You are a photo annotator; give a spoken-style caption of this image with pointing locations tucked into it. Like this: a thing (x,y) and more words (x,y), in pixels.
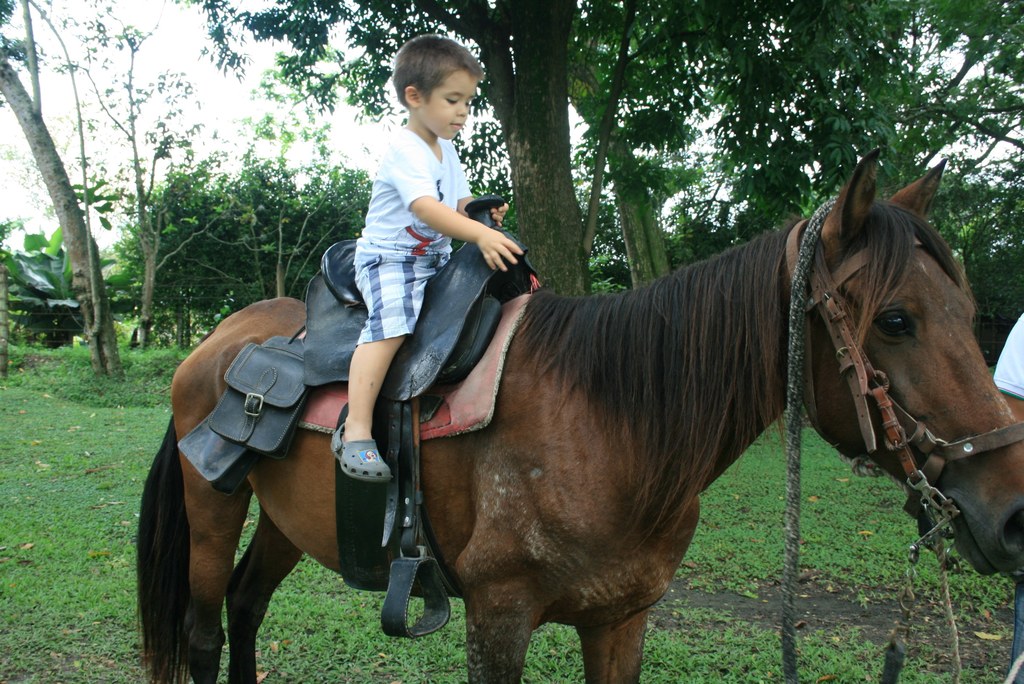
In this image there is a kid (360,349) sitting on the horse (575,393) and at the background of the image (484,192) there are trees (184,235).
